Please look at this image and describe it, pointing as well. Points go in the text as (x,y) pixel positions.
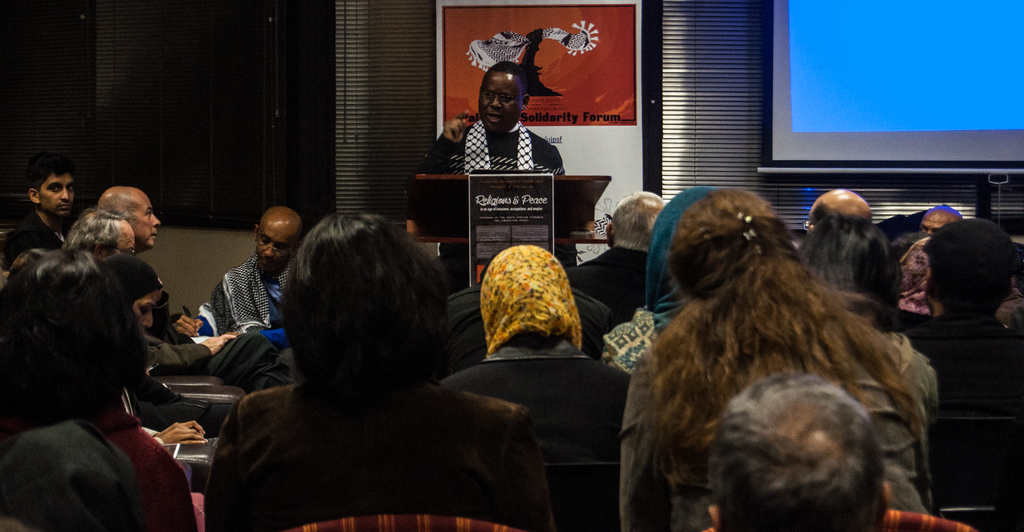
In the picture there are many people (700,352) sitting on the chair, there is a person (547,165) standing near the podium (556,216) and talking, behind the person (514,116) there is a frame (552,83) on the wall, there is a screen (797,154) on the wall (761,141).
